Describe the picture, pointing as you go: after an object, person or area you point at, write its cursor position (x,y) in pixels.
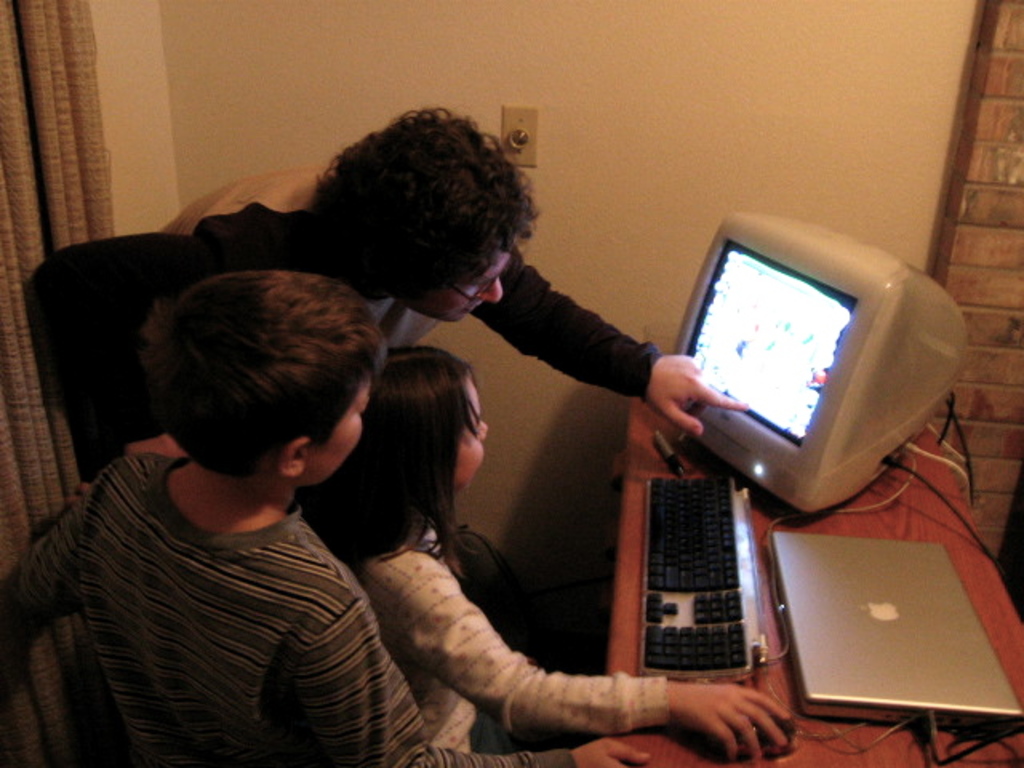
In this image we can see a few people (378,340) in a room (319,506) and in front of them there is a table (964,542) with the desktop computer (797,407) and laptop (907,673). We can see the wall (670,179) in the background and there is a curtain (53,222) on the left side of the image (54,124).
